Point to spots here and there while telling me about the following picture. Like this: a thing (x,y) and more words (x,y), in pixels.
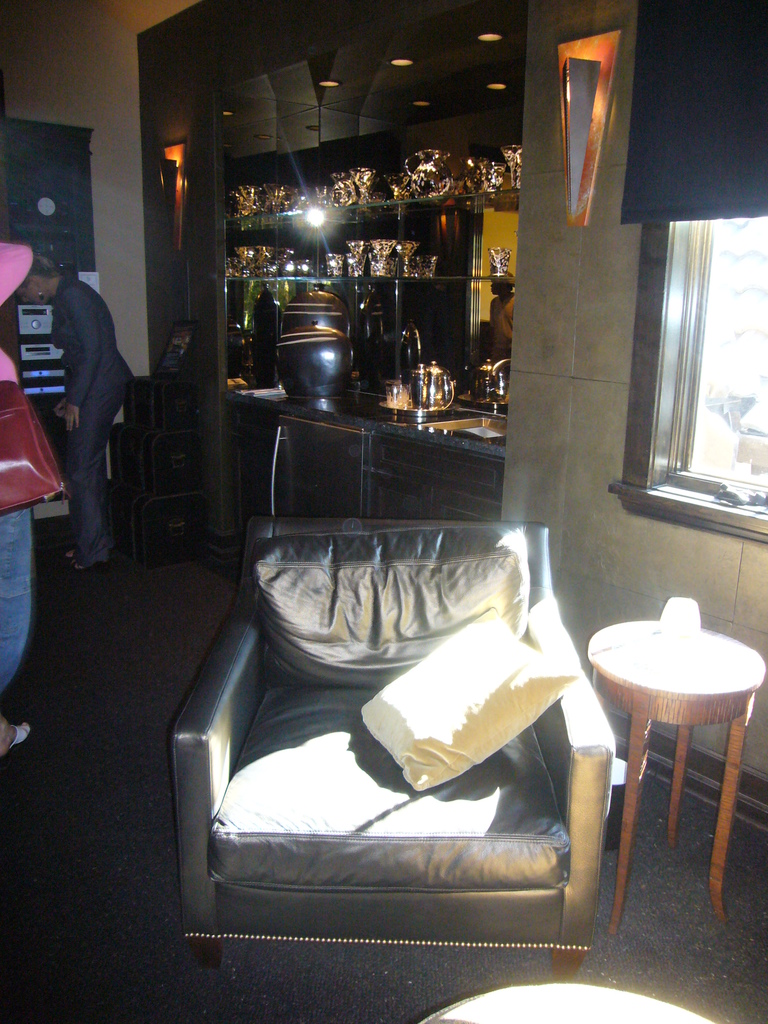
In this image I can see the floor (312,1021), a couch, a cushion (503,702), a table (725,686), few persons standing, few racks (356,279) with metal objects (415,244) in them, few lights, the wall (91,68) and the window (673,366).
